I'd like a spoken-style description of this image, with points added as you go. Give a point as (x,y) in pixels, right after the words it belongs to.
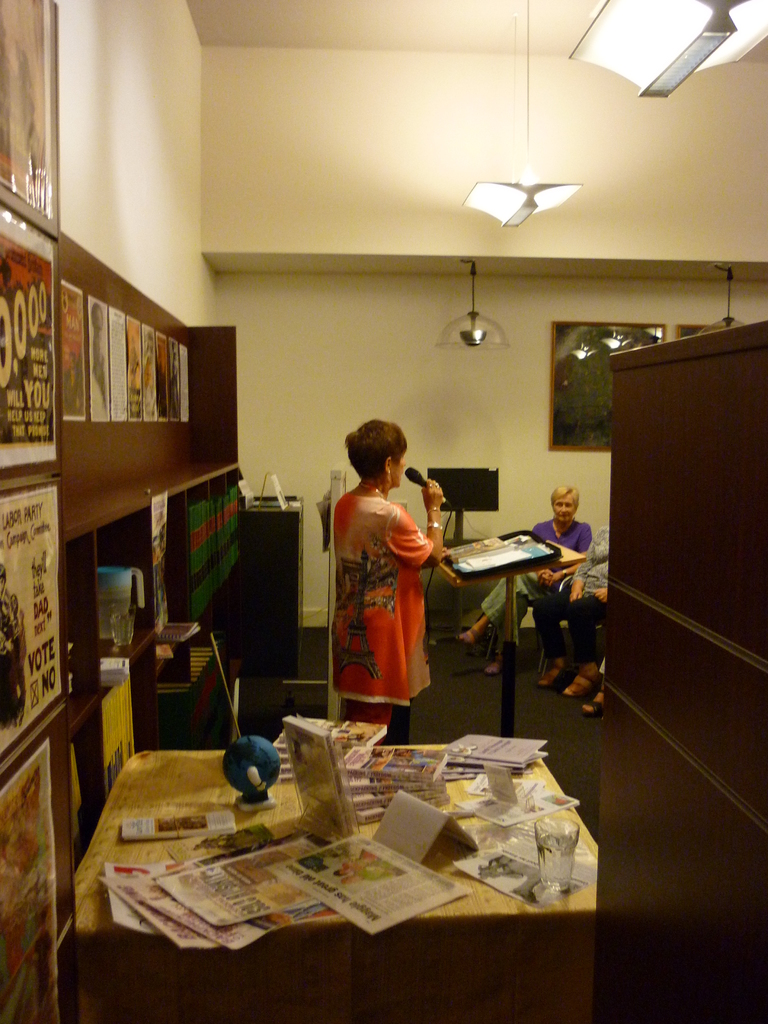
In this picture there is a woman (373,486) standing and looking at the persons (565,539) sitting in front of her. in the front (457,763) there is a table (453,773) with some papers (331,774) on it. In the backdrop (151,383) there is a cream wall (290,369) with some pictures (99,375) hung on it.
